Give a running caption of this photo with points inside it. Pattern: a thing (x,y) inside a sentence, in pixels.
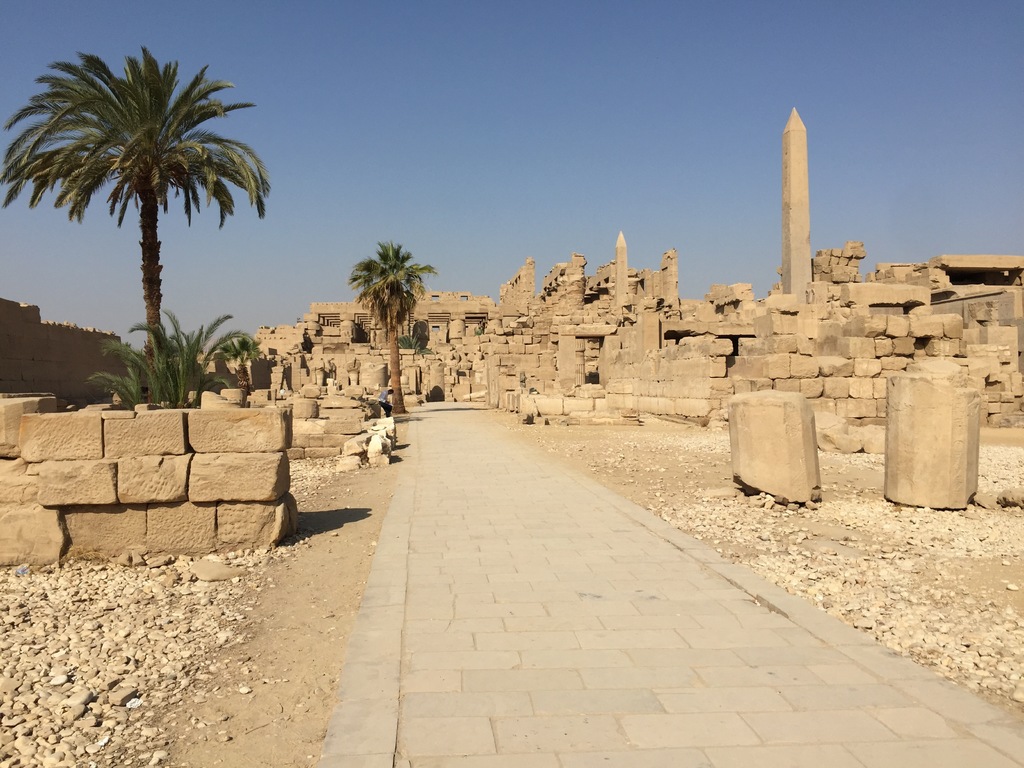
In this image we can see the forts (344,424), there are some rocks (363,424), stones (321,430), trees (245,374) and a person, in the background (396,158), we can see the sky (658,167).
